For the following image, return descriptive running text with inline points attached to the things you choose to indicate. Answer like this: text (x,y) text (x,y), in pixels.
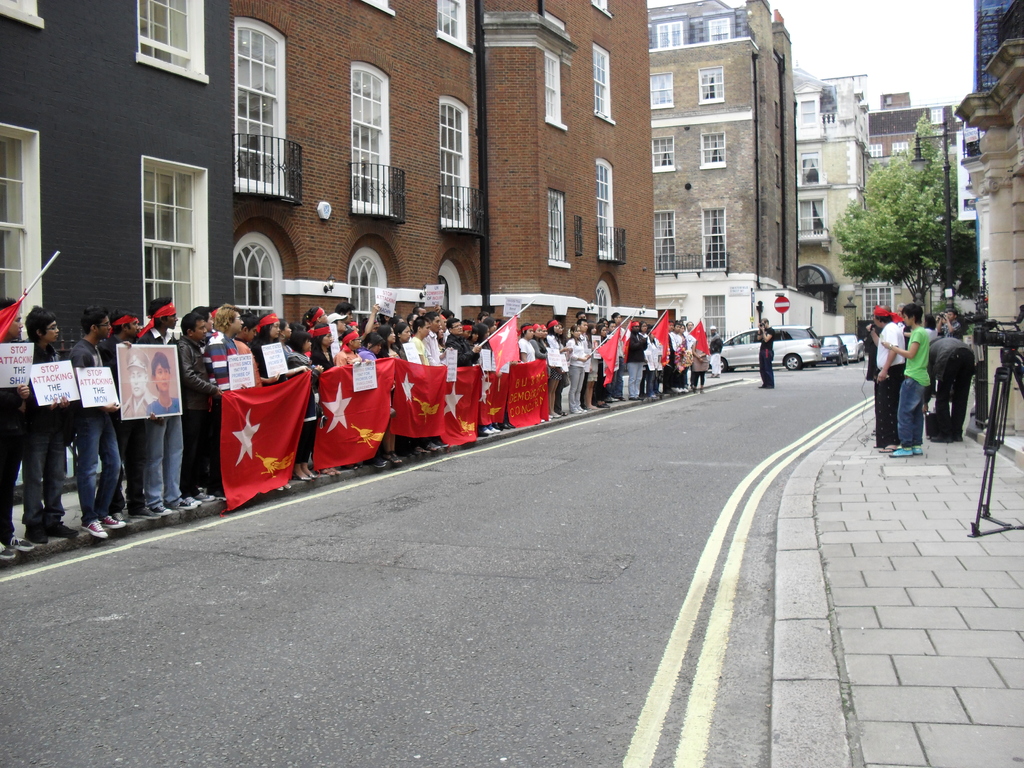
The picture is taken outside a city (803,457), on the streets (689,623). On the right side (992,160) there are buildings (978,163), trees (928,210), poles (950,200), people (932,375), stand (1008,390) and pavement (892,684). In the center of the picture (578,446) there is road (651,598), cars (778,345) and buildings (793,224). On the left (185,389) there are people (177,451) standing holding flag (265,418) and placards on the pavement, behind them there are buildings (439,212), windows (355,286) and doors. Sky (922,46) is cloudy.
